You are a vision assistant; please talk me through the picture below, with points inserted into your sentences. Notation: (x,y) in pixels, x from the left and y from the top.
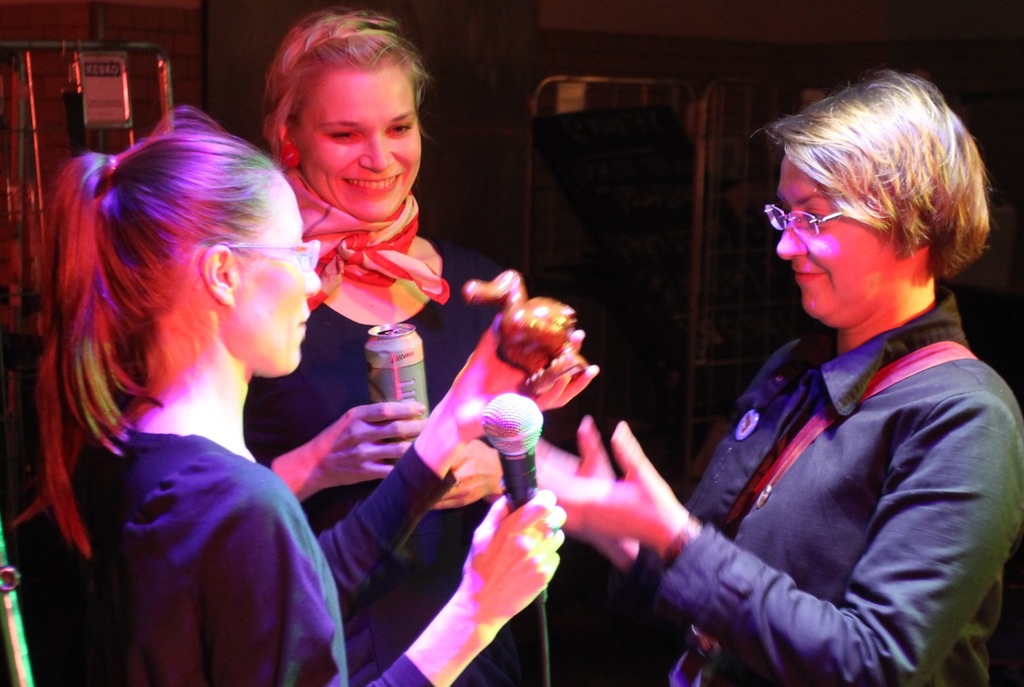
In this image, we can see people (473,363) standing and some are holding objects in their hands (381,406) and there is a lady (356,228) wearing a scarf (376,249) and some are wearing glasses (308,248). In the background (78,77), there are stands (550,77) and we can see a wall (717,44).
